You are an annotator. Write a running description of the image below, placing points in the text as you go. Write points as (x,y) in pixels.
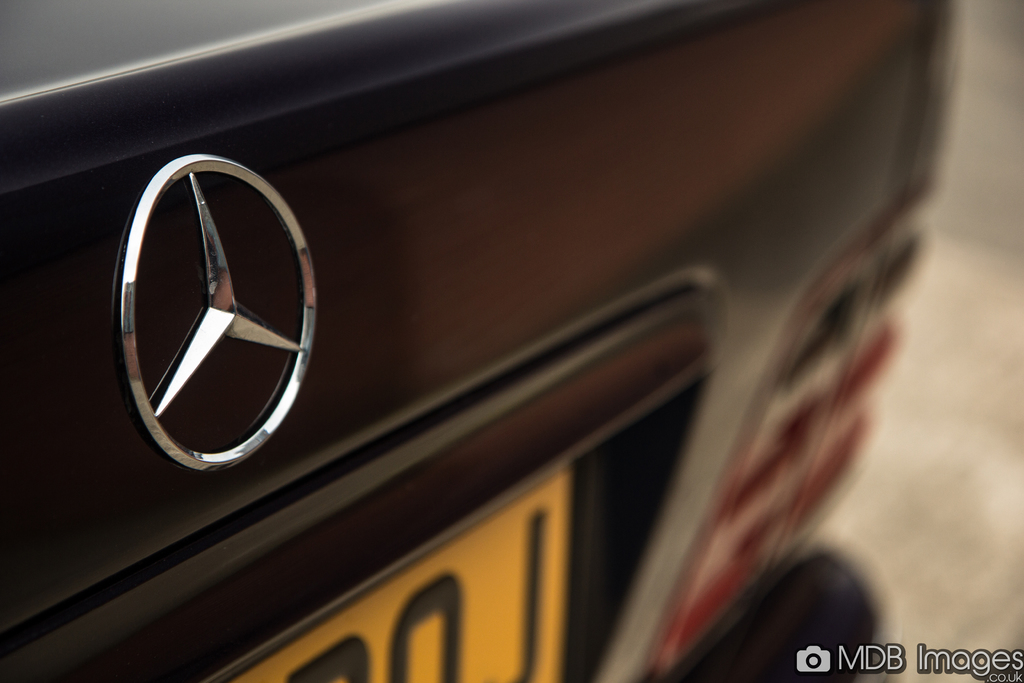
In this picture we can see a logo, number plate (490,527) on a vehicle (555,290) and in the background (966,100) it is blurry and at the bottom right corner (1019,659) we can see some text (894,653).
